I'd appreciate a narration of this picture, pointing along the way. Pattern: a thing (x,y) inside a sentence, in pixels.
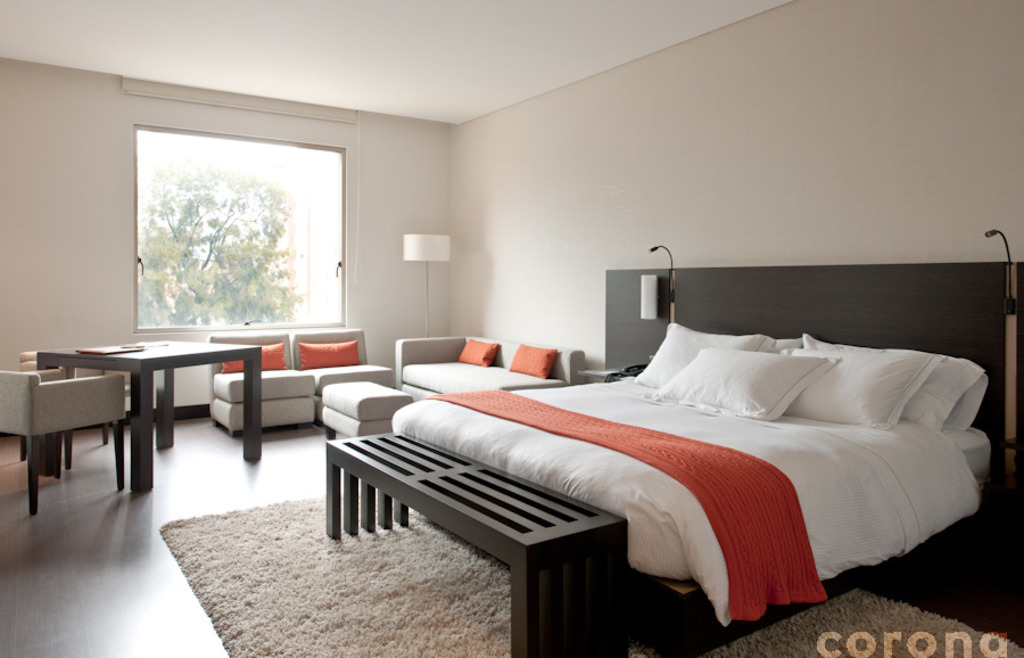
This picture was taken inside the bedroom (403,452). This is the bed (832,502) covered with a white color bed sheet (692,514). These are the pillows (713,357) and a blanket (615,444) placed on the bed (619,463). This looks like a carpet (287,561) on the floor (178,586). Here is a table (128,364) with an object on it. These look like the couches (367,368) with the cushions (530,363) on it. Here is a chair (83,404). This looks like a window (171,292) with a glass door (282,304). This is a lamp (425,255), which is at the corner of the room (424,321). I can see a tree (230,316) through the window (212,221). This is the watermark (852,642) on the image.
